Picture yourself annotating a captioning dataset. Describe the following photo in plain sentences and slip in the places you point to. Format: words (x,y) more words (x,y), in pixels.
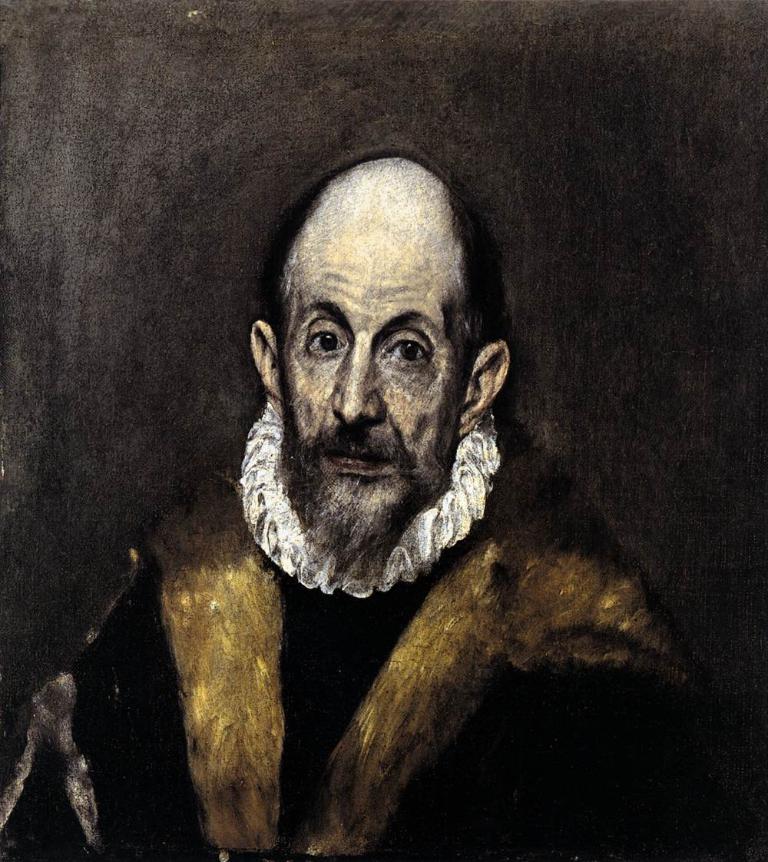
In this picture we can see the painting (330,542) of a person (313,620) on an object (686,461).
